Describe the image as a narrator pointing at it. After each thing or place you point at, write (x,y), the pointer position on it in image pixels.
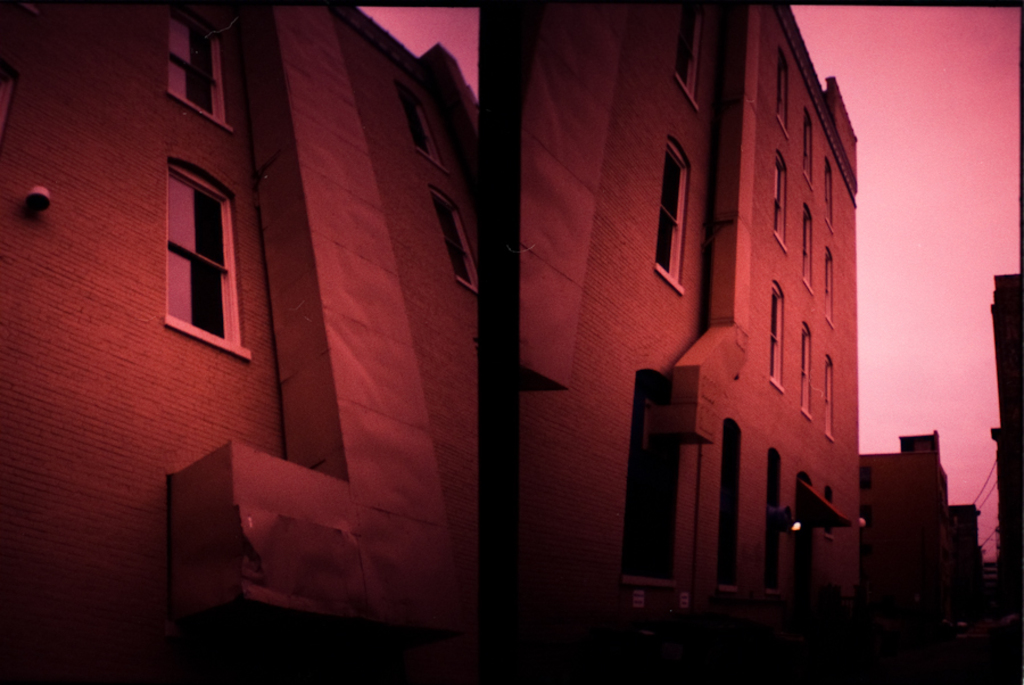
In this picture we can see collage of two images, in these pictures we can see buildings (667,444), there is the sky (975,366) at the top of the pictures, we can see windows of these buildings (745,357).
